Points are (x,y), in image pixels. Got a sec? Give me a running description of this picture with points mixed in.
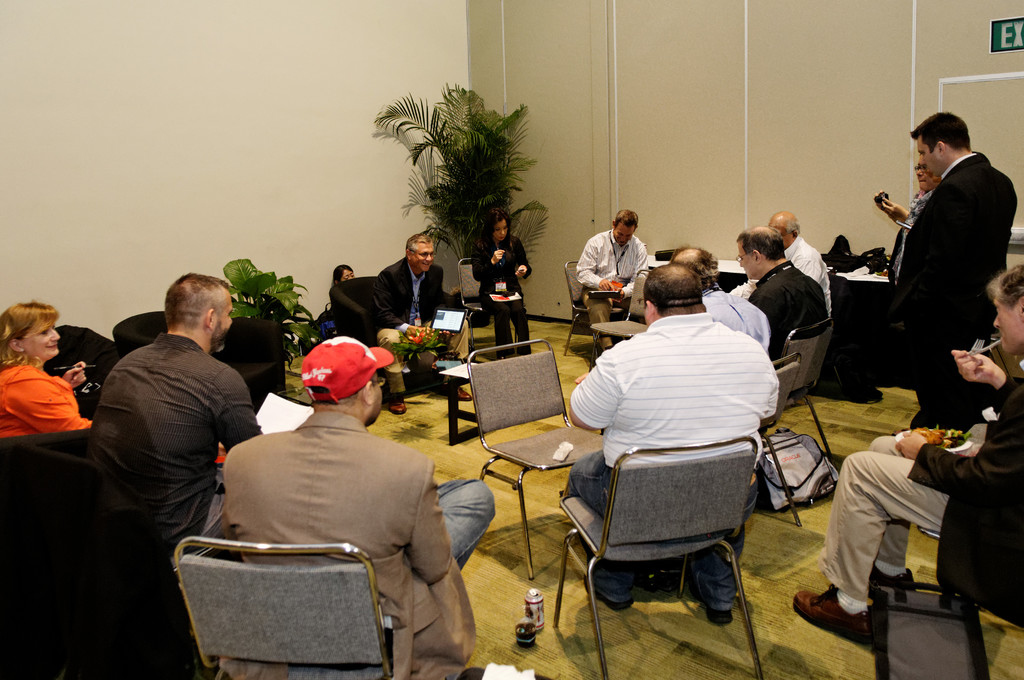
This image is clicked in a room (436,445). There are so many chairs (556,429) in the room (802,387). There are so many people (169,383) sitting on the chairs (139,323). There is woman (44,358) on the left side (44,358). There is a bottle (541,600) and glass (519,626) on the floor (520,559). There is a shrub (455,199). There is person (442,295) in the middle of the room (445,337) who is sitting and smiling and holding an ipad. There is exit board (1006,35). There are two people (976,213) standing on right side (952,283) corner. And on the right side (1004,324) middle of the room (1008,331) a person (972,371) is sitting and he is eating something. In the middle of the room (757,447) under the chair (774,417) there is a bag (813,471).
